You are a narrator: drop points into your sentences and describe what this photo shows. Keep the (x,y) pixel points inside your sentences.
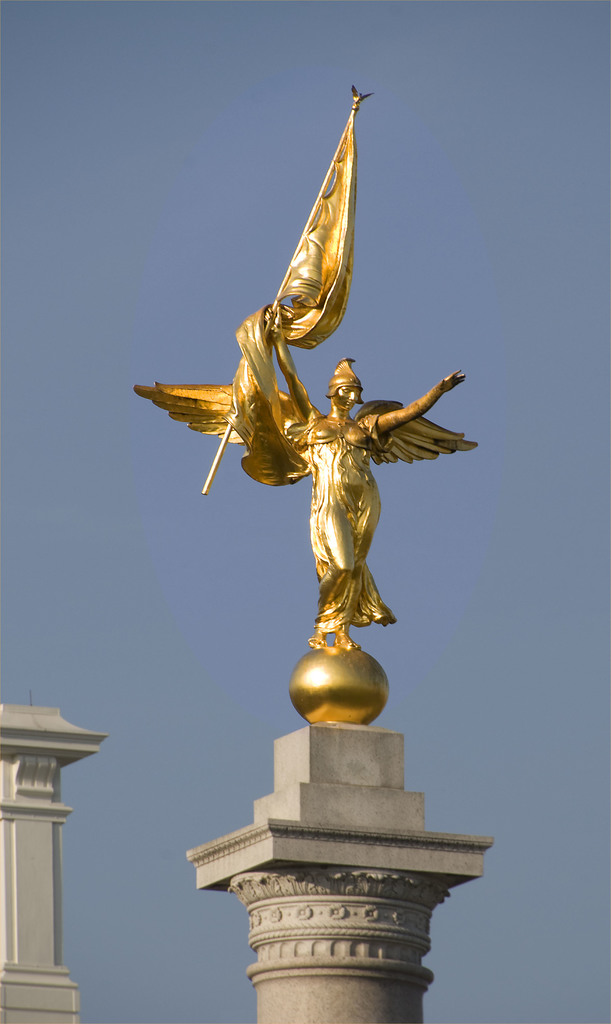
In this image, we can see a pillar (306,944) with a statue (369,674). In the background (211,301), there is the sky (369,225). In the bottom left corner (3,837), there is another pillar (24,792).
